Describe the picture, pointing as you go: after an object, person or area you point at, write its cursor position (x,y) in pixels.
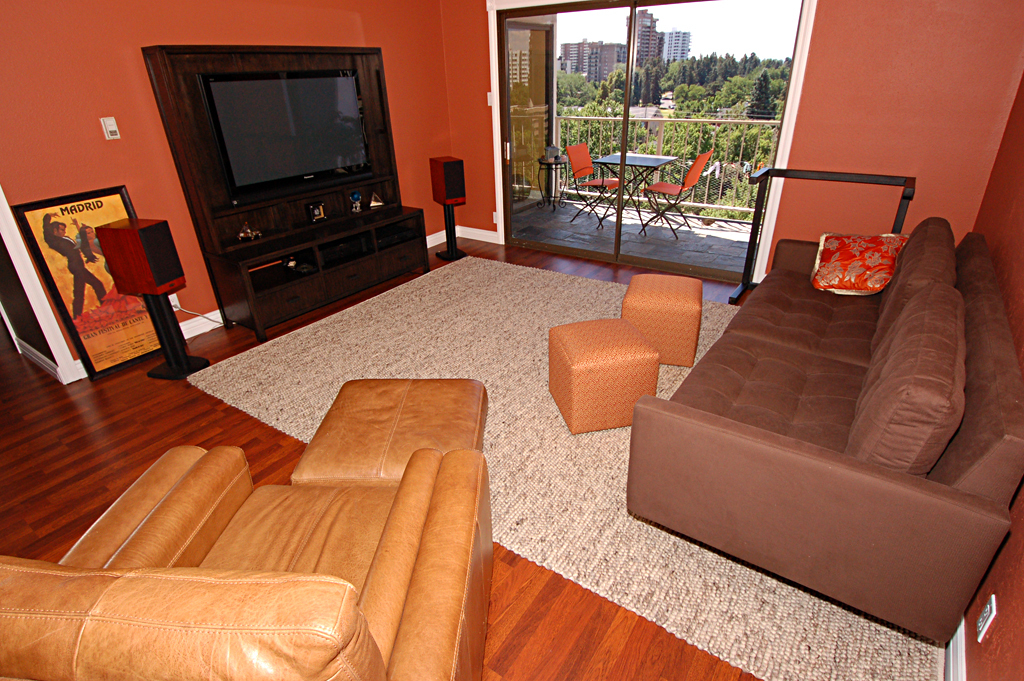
This is looking like a hall (85,395) of a room (518,403) where a sofa (738,542) is kept on the right side (727,329). This is a television (209,106) which is in the center of the room (299,57) and speakers (457,171) on both sides. Here we can see a table (638,175) with chairs (605,188) arrangement.
